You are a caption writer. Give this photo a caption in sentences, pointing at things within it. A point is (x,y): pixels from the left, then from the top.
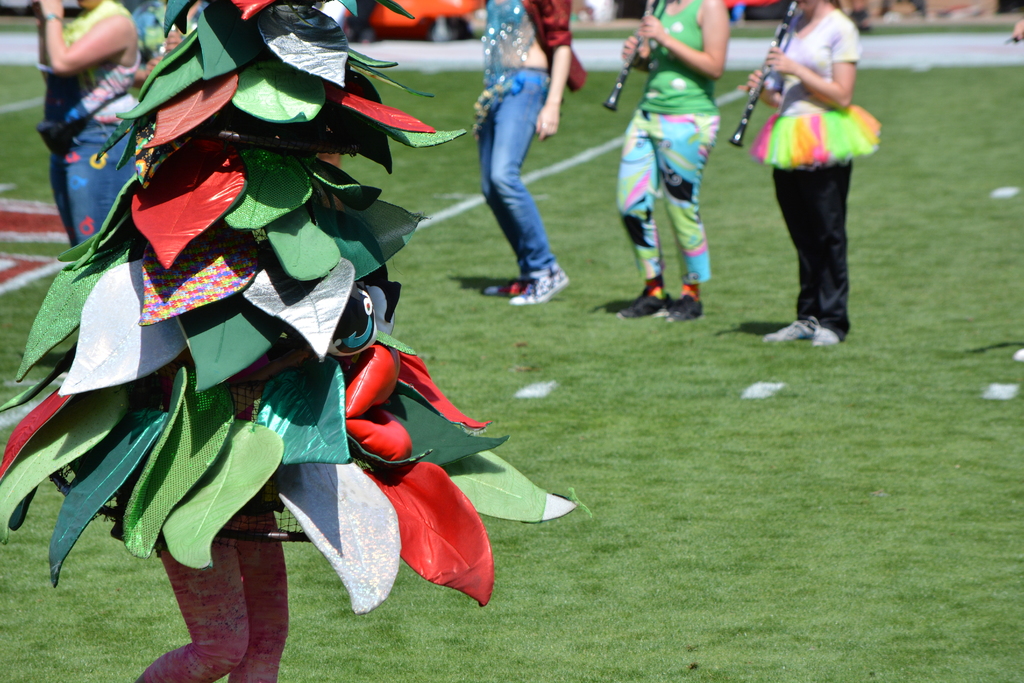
In this image I can see group of people (109,120) standing. The person (148,128) in front (254,117) wearing colorful dress (245,371), background (426,20) I can see some object (414,26) in orange color and grass (820,378) in green color.
